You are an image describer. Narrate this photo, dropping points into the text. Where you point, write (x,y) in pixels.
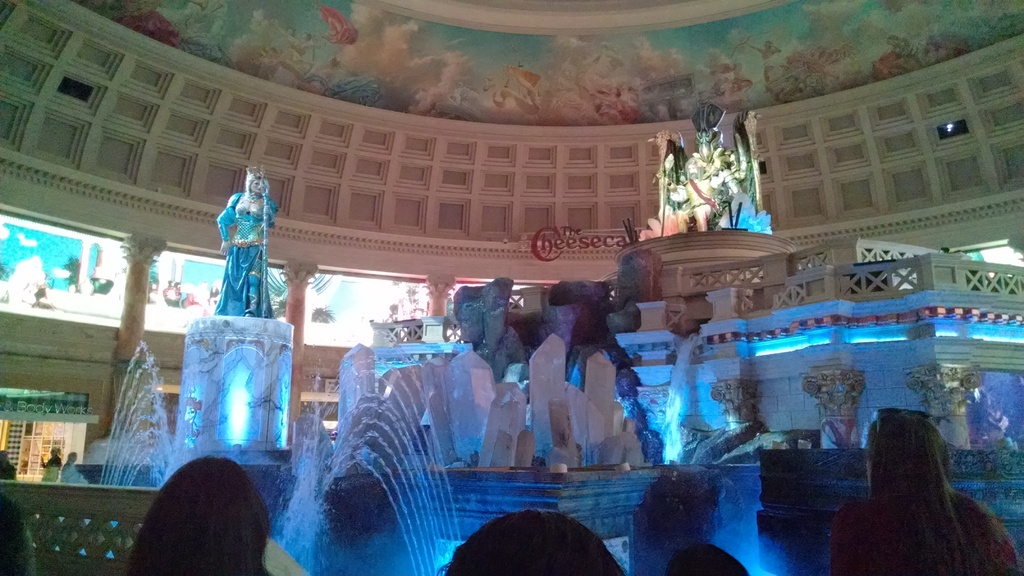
In this image there are few sculptures (263,302) on the pillars (269,421). Left side (157,411) there is water fountain (149,399). Bottom of the image (941,544) there are few persons (692,558). Background (617,208) there is a wall (632,205). Top of the image (485,53) there is roof (539,87) having few pictures (594,74) are painted on it.
